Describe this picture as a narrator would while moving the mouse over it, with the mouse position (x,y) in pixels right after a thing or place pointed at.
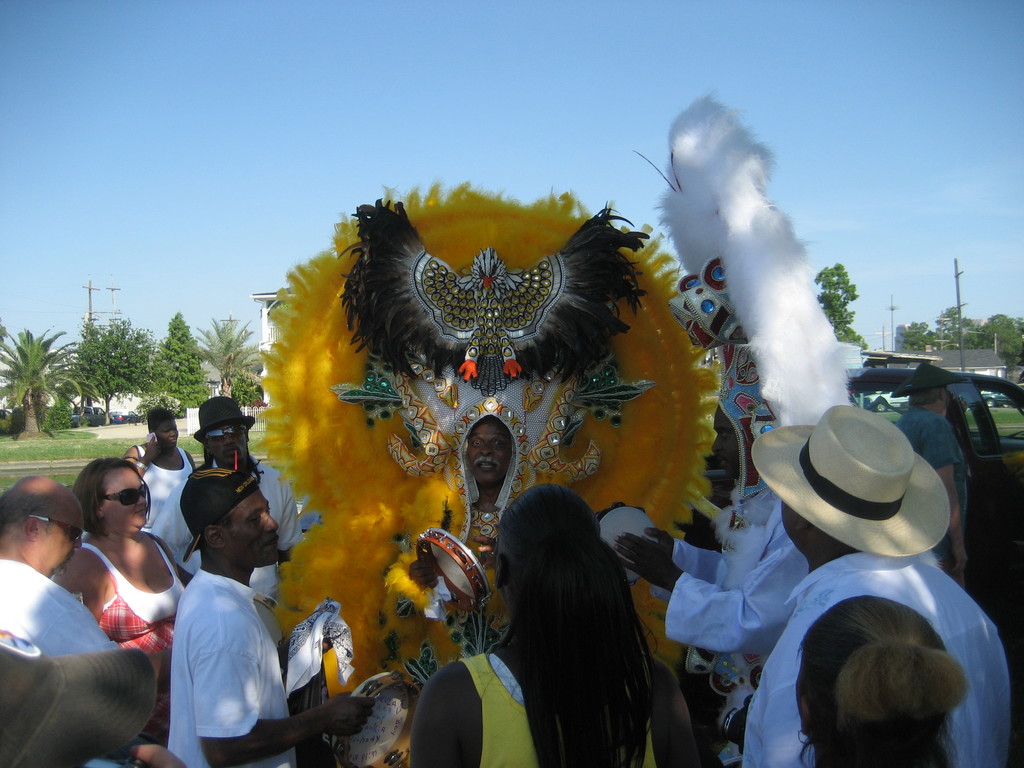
In this image we can see many people (585,567) and few people (687,550) holding some objects (340,647) in their hands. There are few people (376,633) wearing costumes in the image. There are few electrical poles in the image. There are many trees (107,415) in the image. We can see the sky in the image. There is a grassy land (79,454) in the image.
